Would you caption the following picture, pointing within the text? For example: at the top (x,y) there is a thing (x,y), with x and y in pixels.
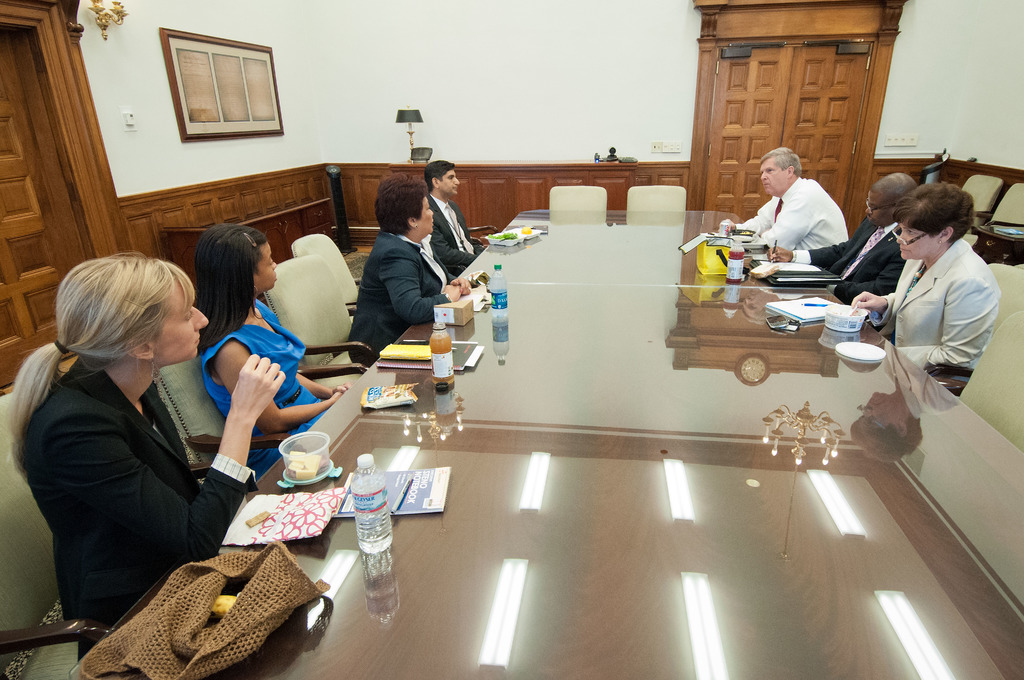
Here we can see some persons (954,220) are sitting on the chairs (1023,413). This is table (589,507). On the table (481,559) there are bottles (389,539), and boxes (322,461). There is a wall (466,70) and this is frame (179,92). Here we can see a door (754,68).
